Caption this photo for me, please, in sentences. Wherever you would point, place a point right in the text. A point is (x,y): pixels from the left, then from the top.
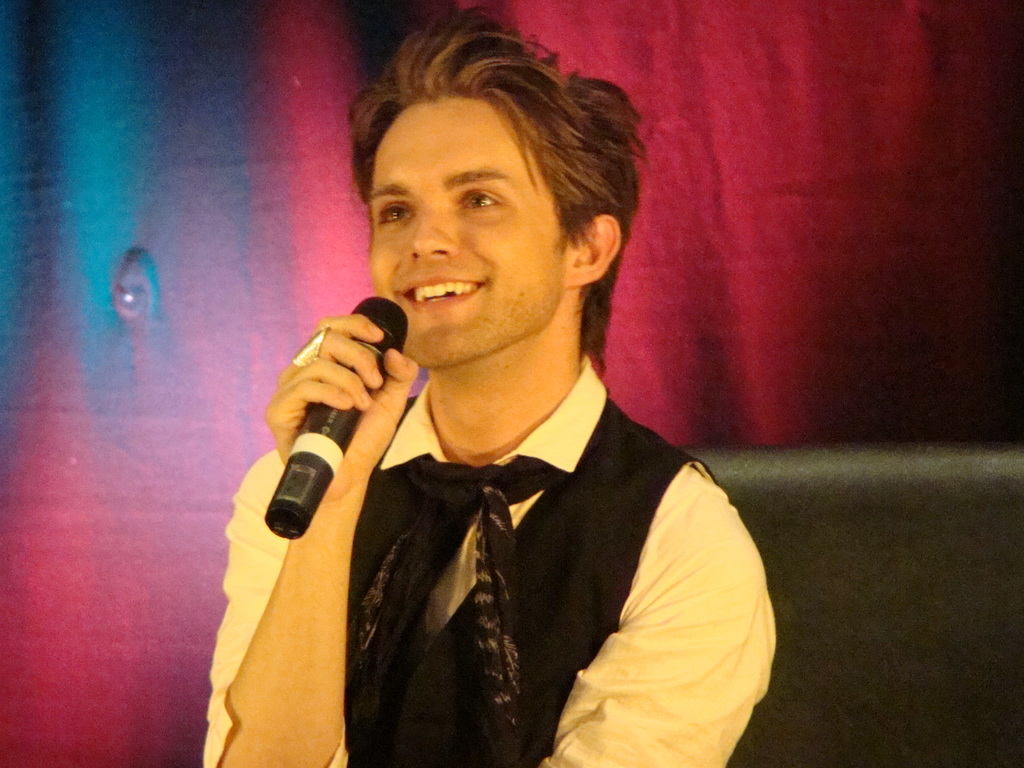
In the image, there is a man (608,504) wearing black coat (542,628), he is talking through mic (348,419), he is also smiling, there is a black color sofa (881,549), behind that a red curtain (839,163).
